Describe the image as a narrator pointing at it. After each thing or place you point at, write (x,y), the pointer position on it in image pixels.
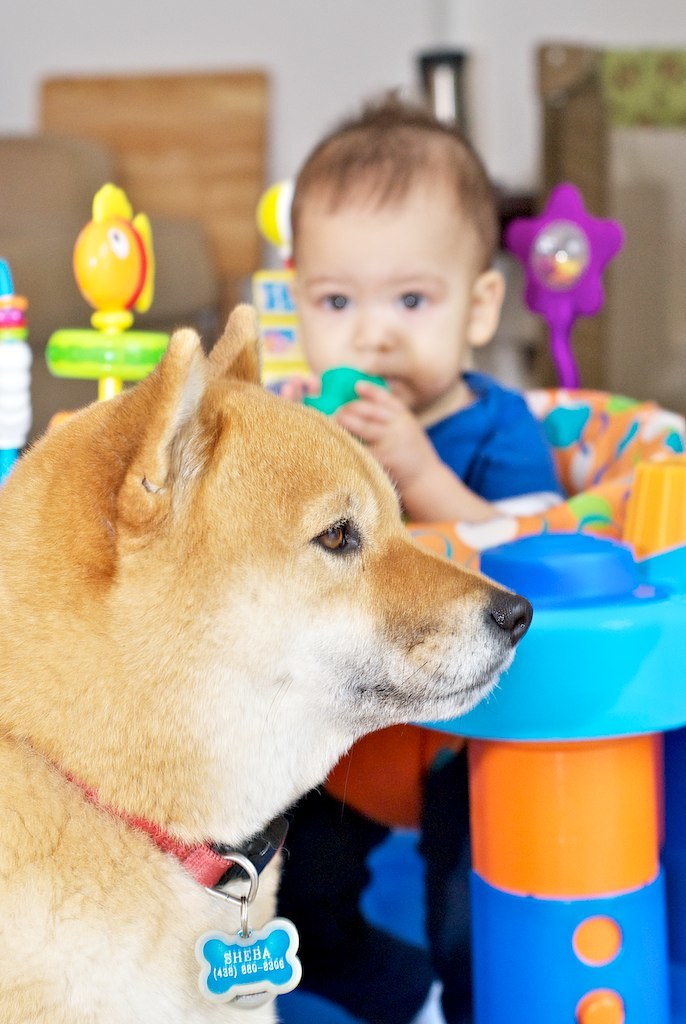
In this image we can see a dog (447,696) with a belt (171,853) to its neck (261,878). On the backside (509,467) we can see a boy (498,445) sitting in a baby walker (493,542) holding a toy (321,403). We can also see a group of toys (53,333) around him.
